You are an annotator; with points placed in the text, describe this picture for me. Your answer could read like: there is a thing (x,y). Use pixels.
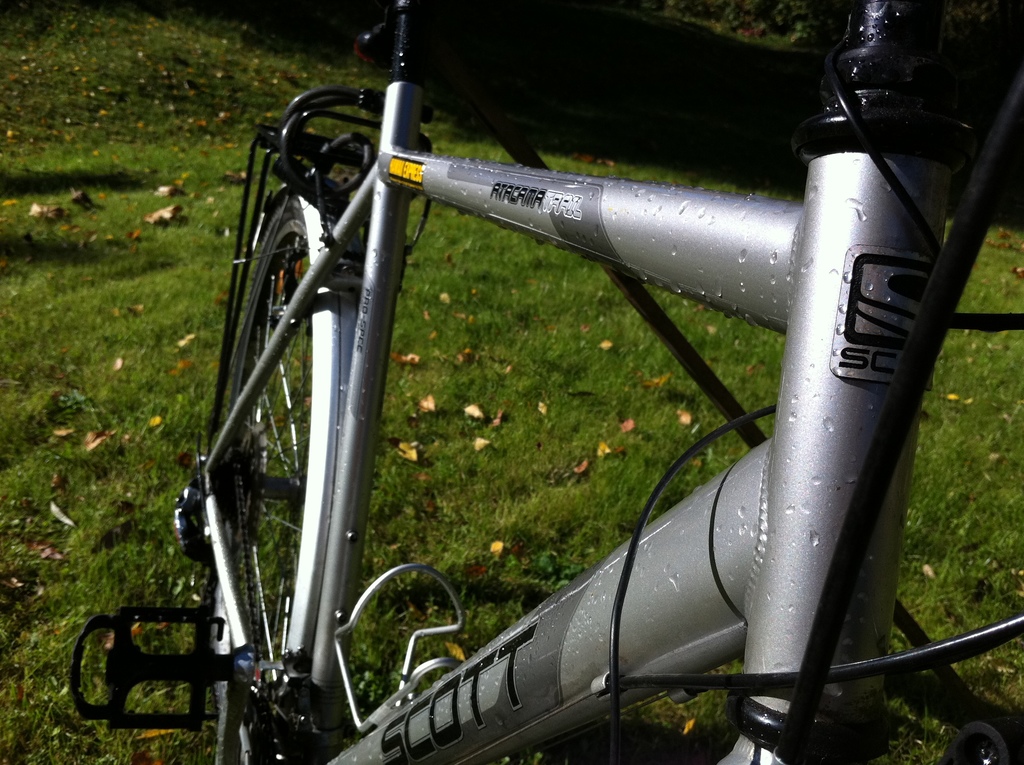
In this image we can see a grey color bicycle (326,686) on the grassy land (206,364) and we can see some dry leaves (425,405) on the grassy land (148,161).
